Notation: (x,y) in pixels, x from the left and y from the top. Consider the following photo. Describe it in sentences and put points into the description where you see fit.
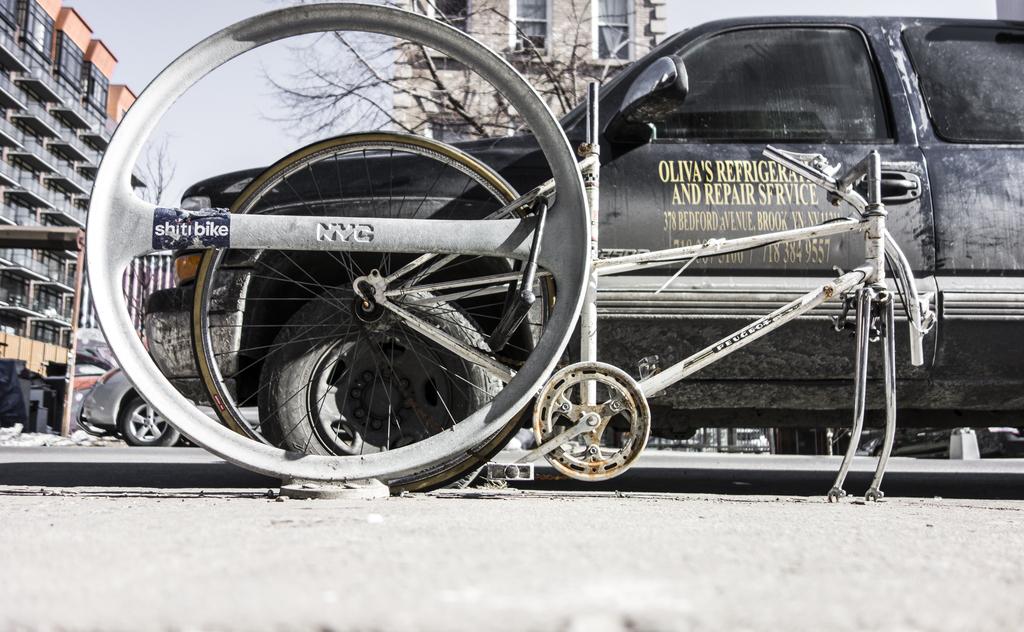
In this picture we can see there are vehicles (291,320) on the road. Behind the vehicles (257,261), there are trees (371,98), buildings (79,143) and the sky (197,29).
